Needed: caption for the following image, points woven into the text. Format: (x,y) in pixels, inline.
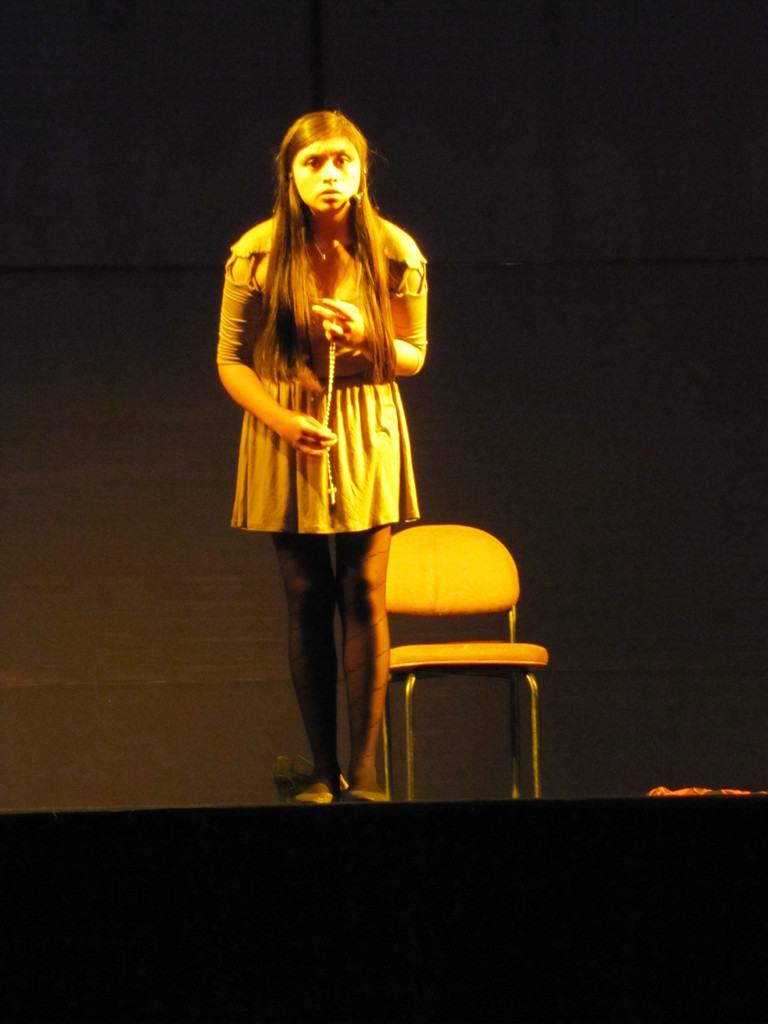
In this picture there is a woman (313,729) standing and holding an object (325,425) and we can see chair (406,594). In the background of the image (565,282) it is dark.
